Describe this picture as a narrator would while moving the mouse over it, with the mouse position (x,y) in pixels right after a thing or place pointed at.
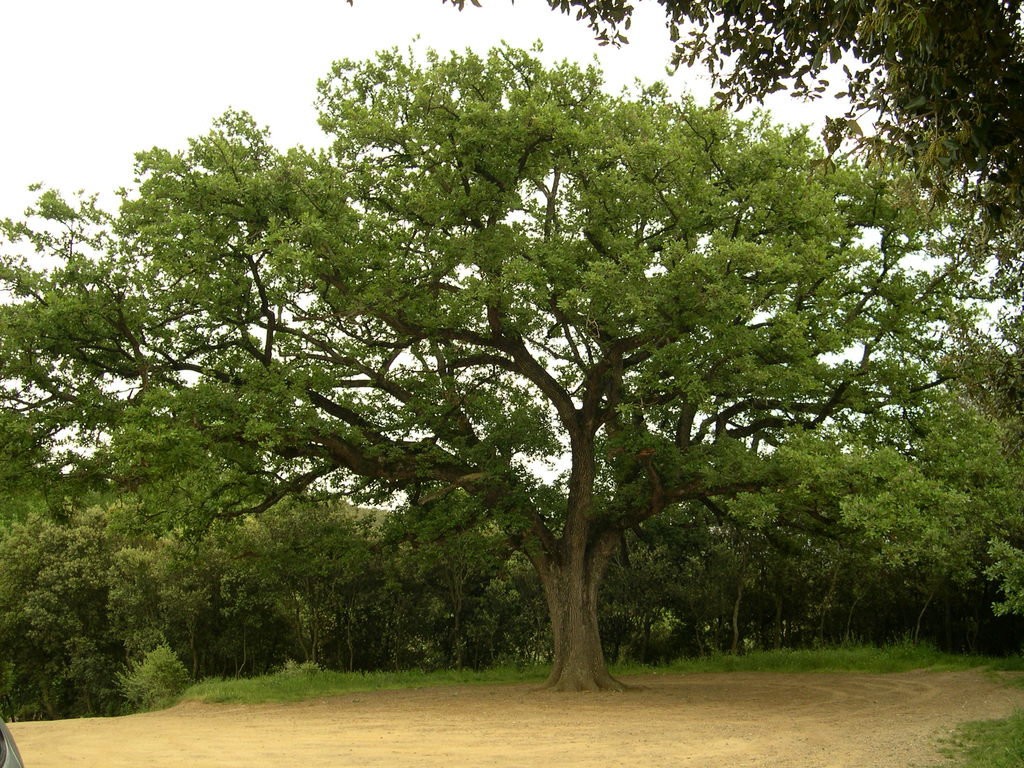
In this image I can see the ground (546,722) and few trees (609,573) which are green and brown in color. In the background (719,20) I can see the sky (219,84).
